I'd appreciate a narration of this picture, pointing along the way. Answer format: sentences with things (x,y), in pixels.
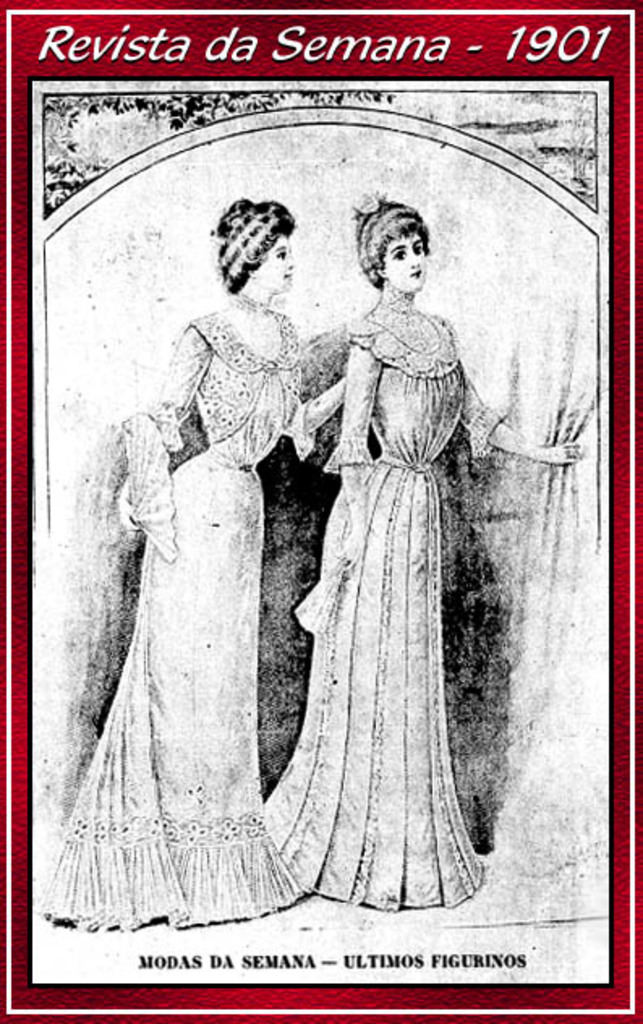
In this image we can see two ladies (366,622) standing. At the top (70,178) there is a tree (77,184). In the background (512,334) there is a curtain (535,367) and we can see text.
